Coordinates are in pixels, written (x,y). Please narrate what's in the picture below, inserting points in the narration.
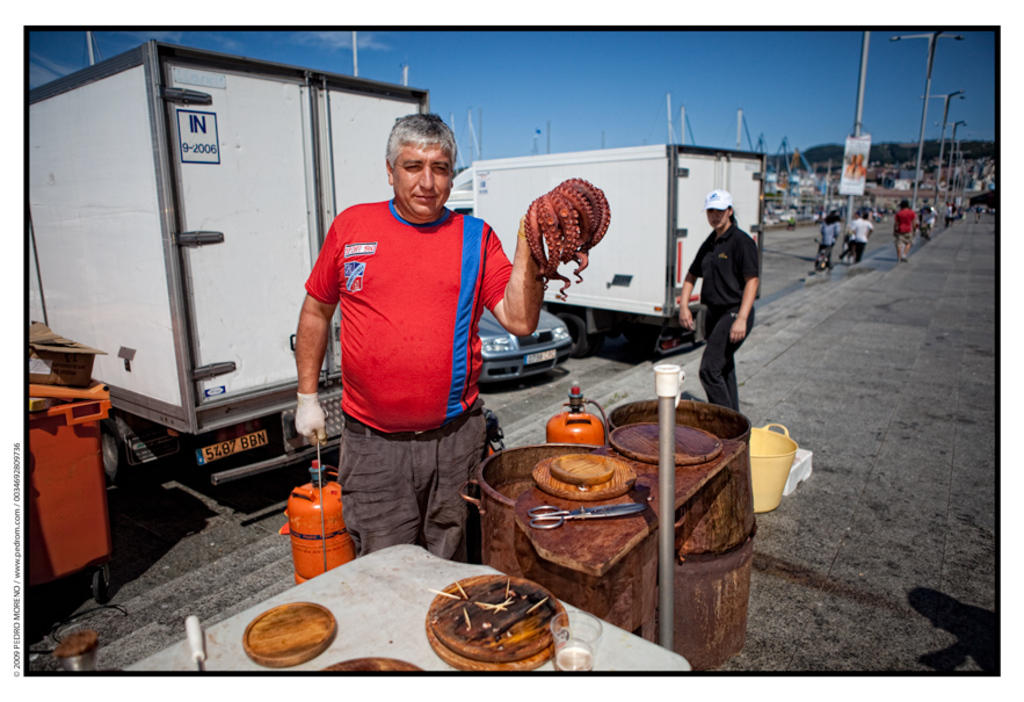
In this picture we can see a group of people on the ground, here we can see containers (516,548), some objects (565,468) and in the background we can see poles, sky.
